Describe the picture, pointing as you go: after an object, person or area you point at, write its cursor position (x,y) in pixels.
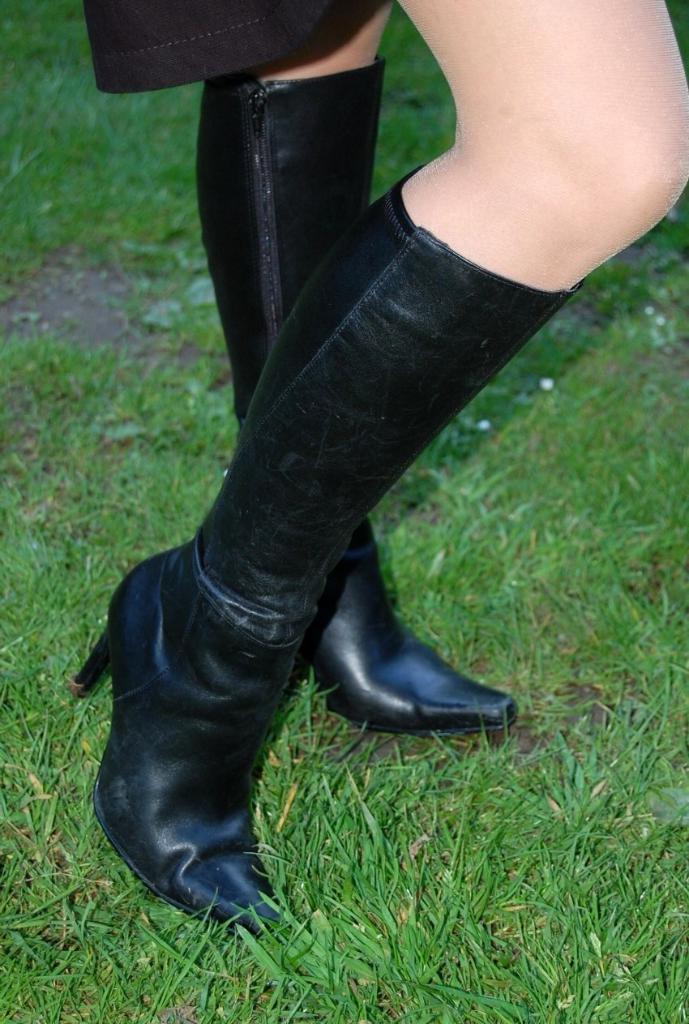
In this image there is one person (256,469) wearing black color shoes (241,576) and standing on the grassy land (519,729) as we can see in the middle of this image (440,479).
